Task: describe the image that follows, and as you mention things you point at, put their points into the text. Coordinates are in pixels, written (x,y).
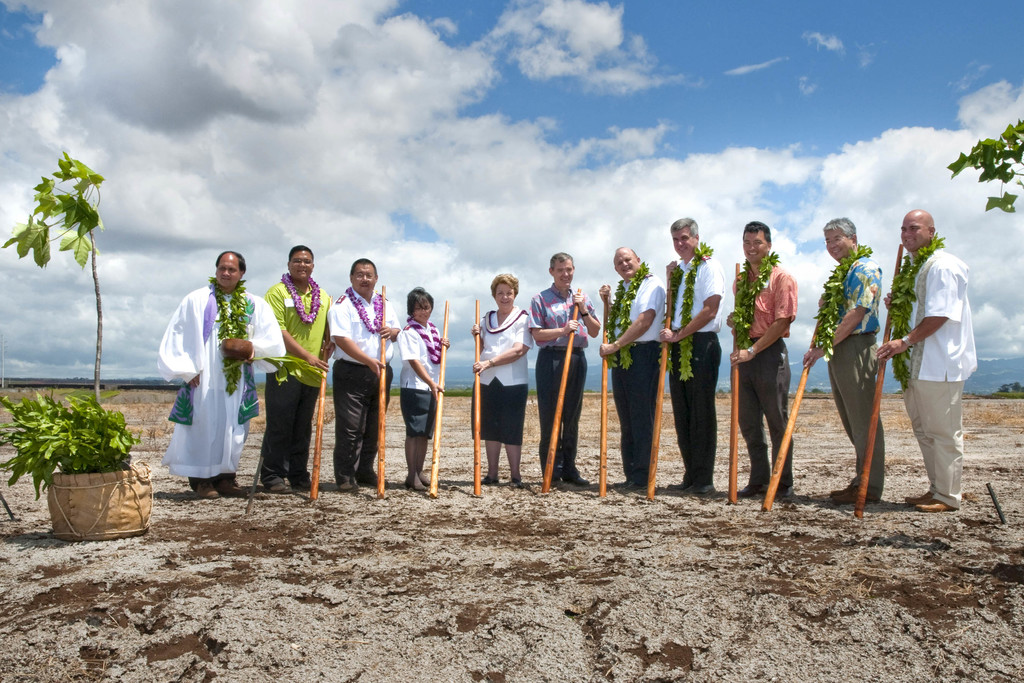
In the image we can see there are many people (711,367) standing, wearing clothes (916,398) and holding a wooden stick (440,405) in their hand (434,386). This is a soil (478,568), plant (58,458) and a cloudy sky (470,99). This is a leaf garland (740,308).
